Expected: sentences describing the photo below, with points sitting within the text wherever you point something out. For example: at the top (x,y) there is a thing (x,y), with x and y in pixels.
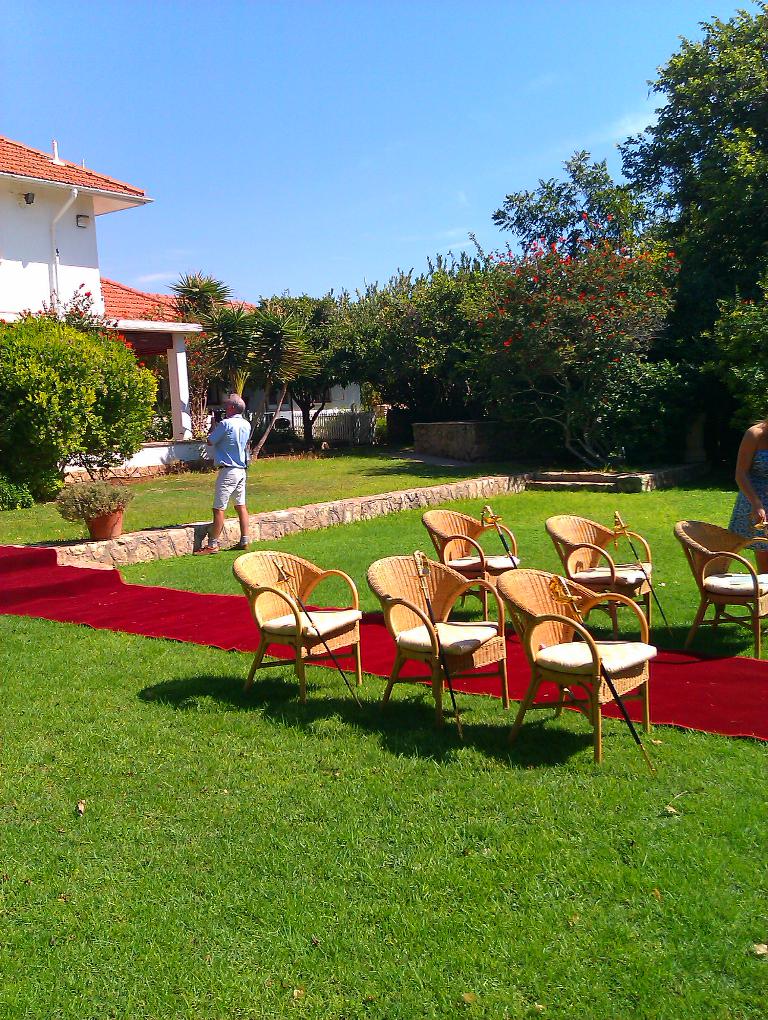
This image is taken in outdoors. At the bottom of the image (203,830) there is a grass (304,826). In the middle of the image (384,646) there is a carpet (371,617) with few empty chairs (587,553). In the left side of the image (182,367) there is a house (126,287) with roof (139,305) and wall (62,262) and pillar (178,393). In the left side of the image (105,534) there is a pot (101,523) with a plant (93,512) in it. In the right side of the image (710,96) there are few trees (602,381) and a woman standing there. At the background (306,319) there are small plants (273,441) and a wall (415,445). At the top of the image (261,40) there is a sky (355,148).
